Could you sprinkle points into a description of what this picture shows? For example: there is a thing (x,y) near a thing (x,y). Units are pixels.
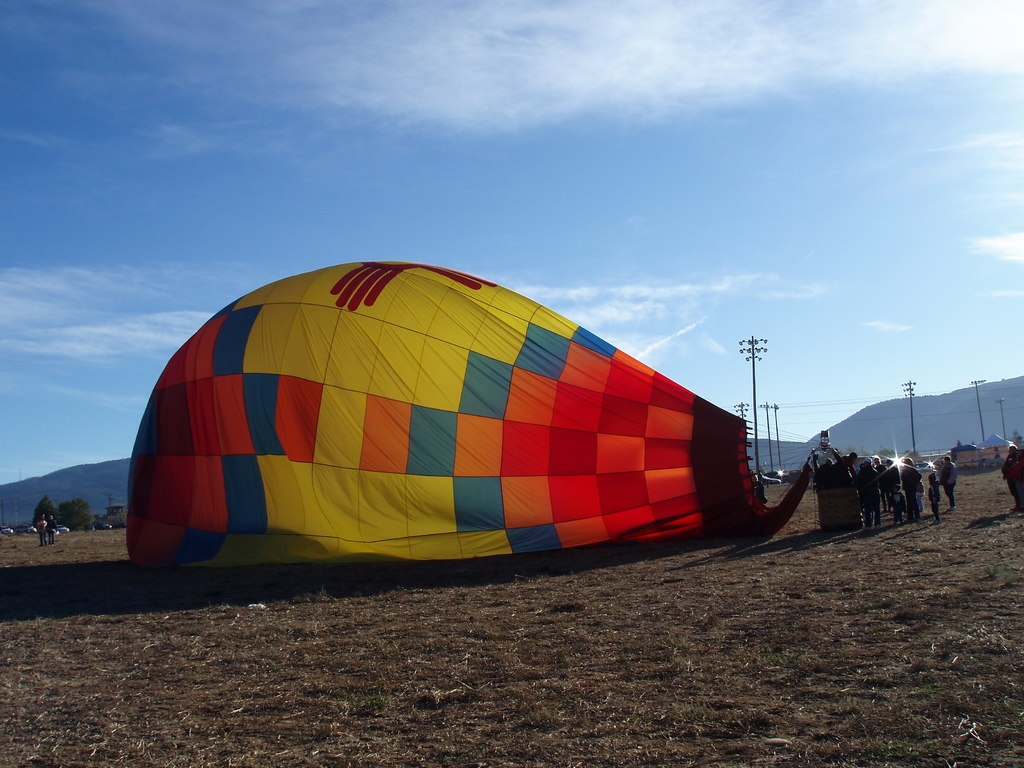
In the image in the center (524,411), we can see one hot air balloon (579,437). And we can see a few people (1014,504) are standing. In the background (679,187), we can see the sky (415,244), clouds (90,330), hills (33,502), trees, poles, vehicles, tents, grass (70,552) and few people (39,524) are standing.
